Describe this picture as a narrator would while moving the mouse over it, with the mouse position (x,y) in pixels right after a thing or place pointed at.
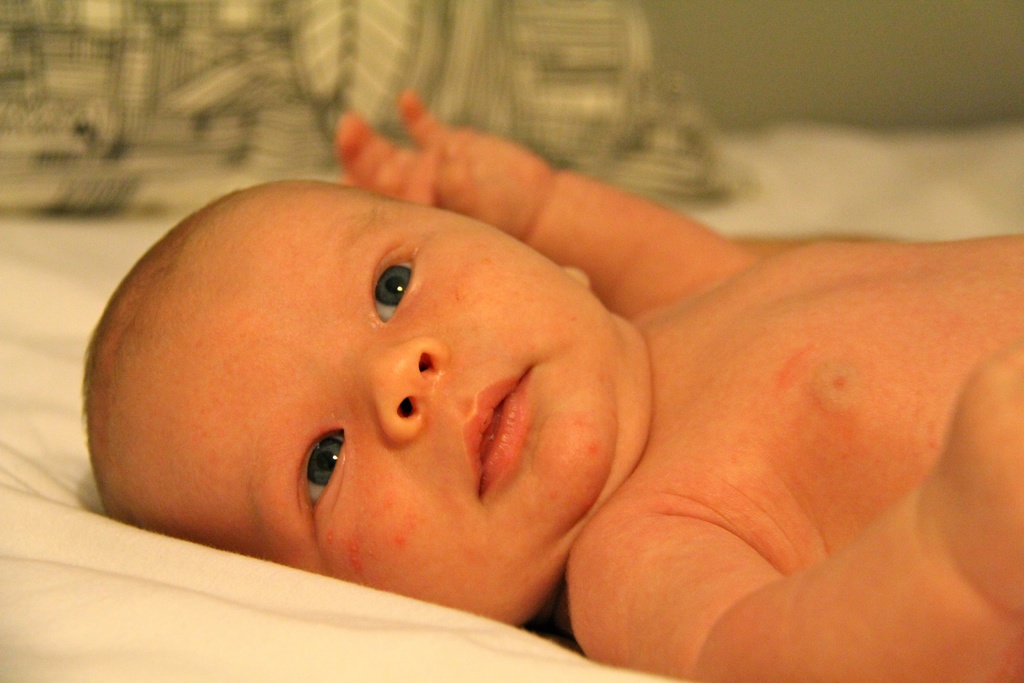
In this image there is a small baby (549,394) lying on the bed (263,585) without the clothes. At the top (281,70) there is a pillow (313,45).
